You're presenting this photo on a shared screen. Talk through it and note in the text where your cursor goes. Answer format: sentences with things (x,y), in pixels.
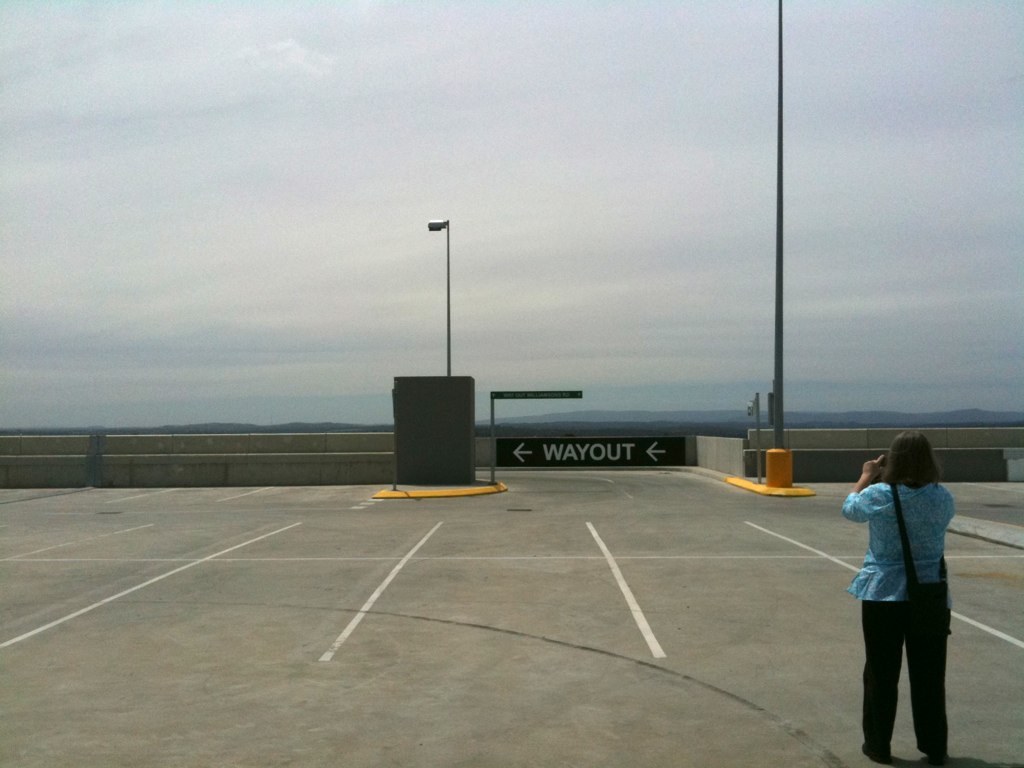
Bottom right side of the image (916,609) a woman (929,487) is standing and holding something in her hand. Behind her there are some poles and fencing (941,478). Behind the fencing (961,475) there are some clouds (938,390) and sky (839,118).
